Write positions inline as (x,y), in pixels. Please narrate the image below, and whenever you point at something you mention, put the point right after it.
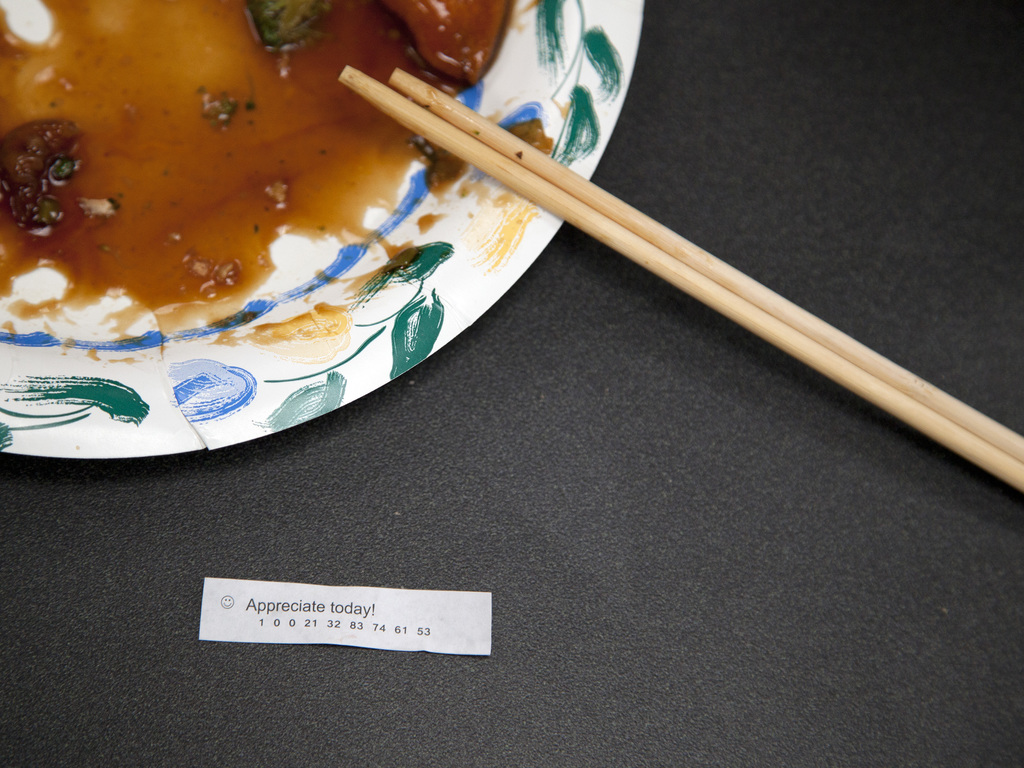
In this picture there is a plate (627,4). On the plate (298,326) there is a soup (138,133) with some vegetables (270,24). There is a two chopsticks (672,275) on the plate (493,184). Here we can see a tag (307,624).
